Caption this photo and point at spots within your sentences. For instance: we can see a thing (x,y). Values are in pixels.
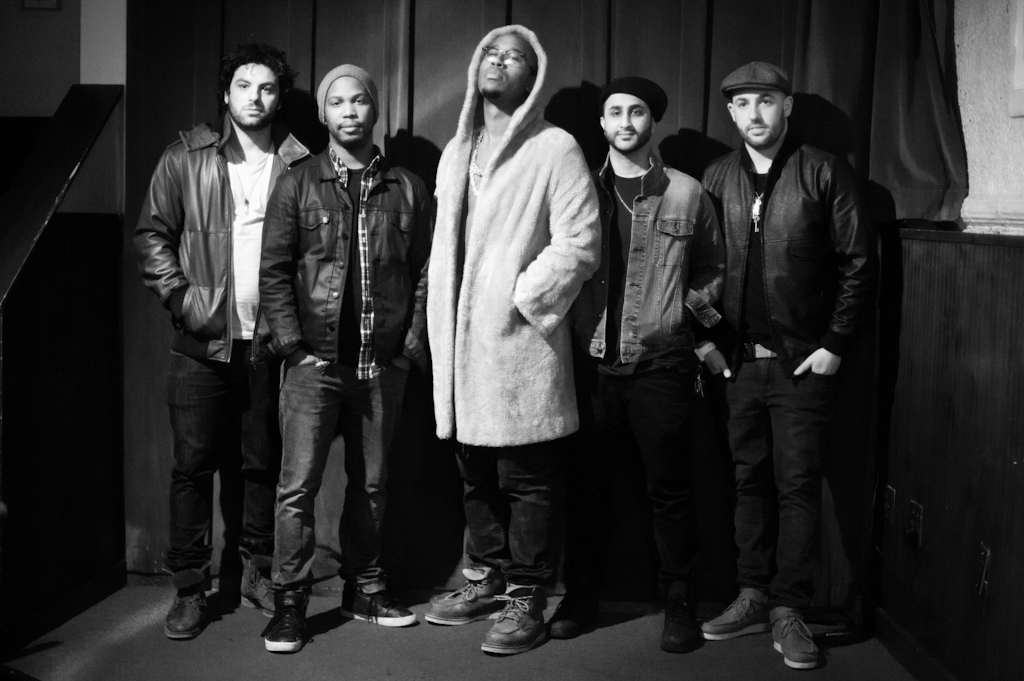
In this picture we can see a group of people (375,517) standing on the ground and in the background (408,468) we can see an object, wall (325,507) and curtain (429,459).
